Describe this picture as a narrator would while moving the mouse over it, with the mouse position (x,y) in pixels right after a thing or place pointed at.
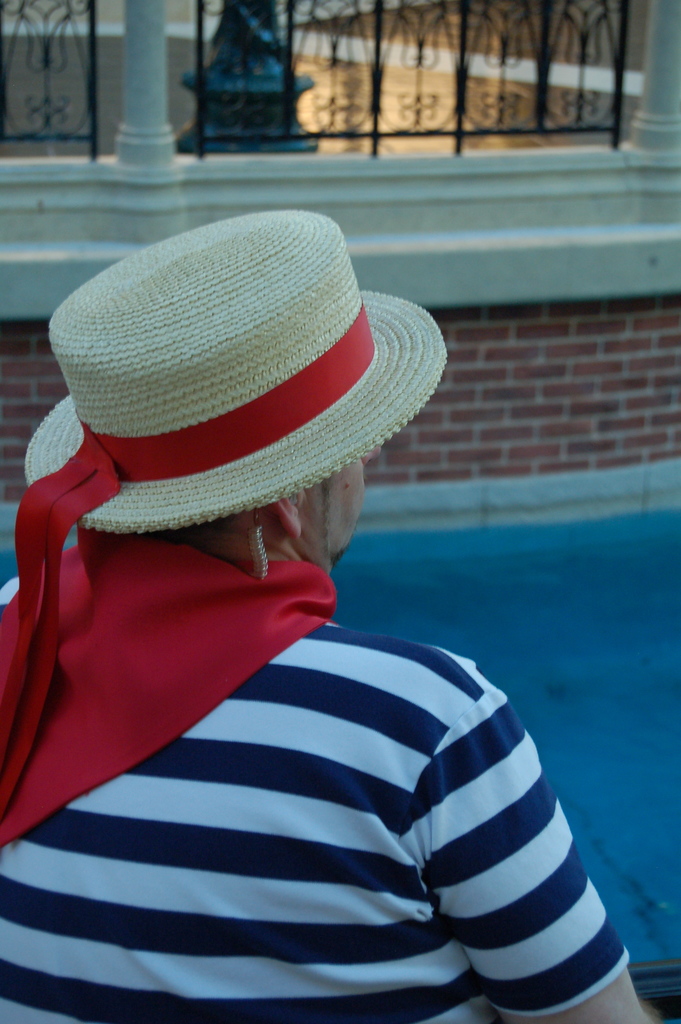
In this image in front there is a person (81,816) wearing a hat (203,355). In front of him there is a swimming pool (595,626). There is a wall (590,387). There are pillars (666,145). There is a metal fence (374,99).
